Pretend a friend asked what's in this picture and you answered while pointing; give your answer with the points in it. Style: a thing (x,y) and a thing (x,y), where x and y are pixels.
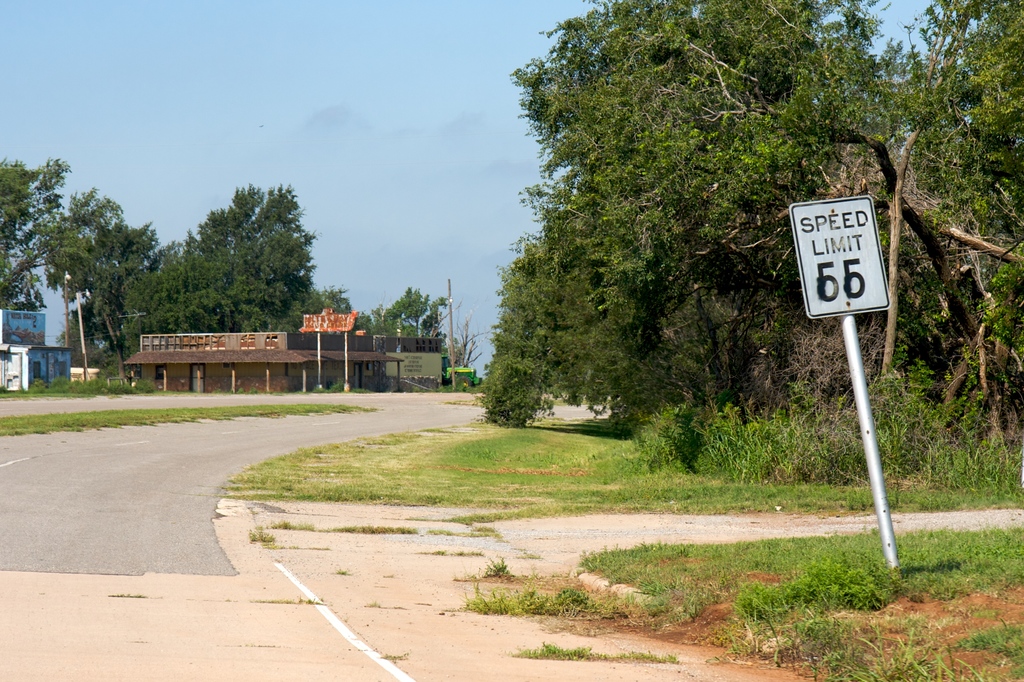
In this picture we can see the road (383,394), grass (416,456), trees (514,422), houses (5,364), signboard (815,205), poles (856,377) and in the background (303,175) we can see the sky (209,80).
